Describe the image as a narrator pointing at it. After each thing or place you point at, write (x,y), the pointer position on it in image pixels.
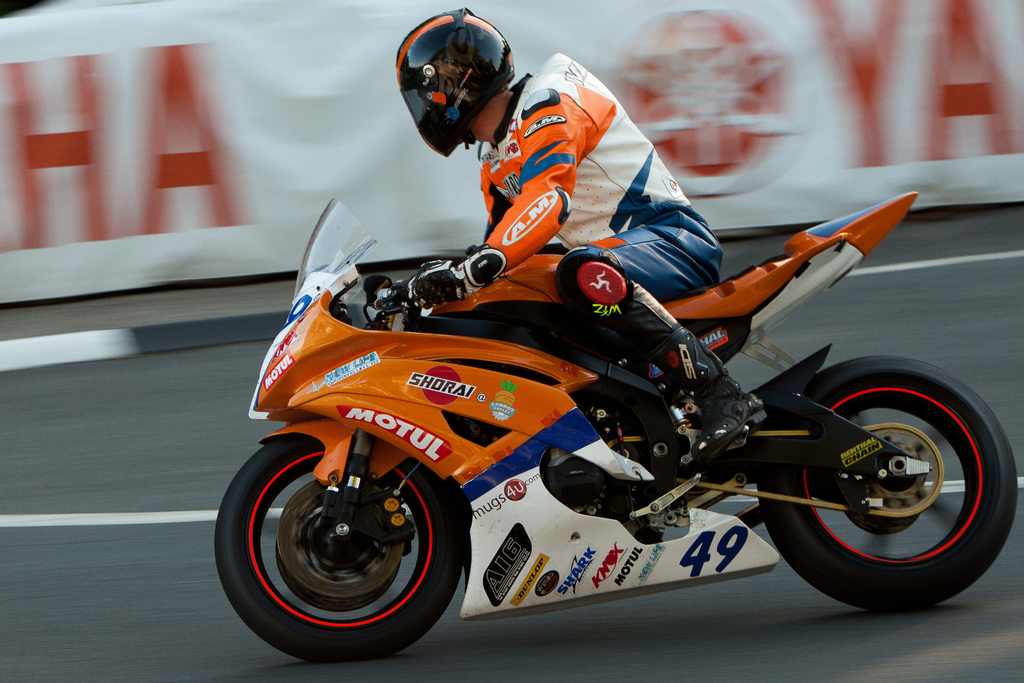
In the image we can see there is a person (495,200) sitting on the bike (564,327) and he is wearing jacket (601,201) and helmet (449,94). Behind there is banner (944,66) and the background (178,128) is blurred at the back (76,208).
